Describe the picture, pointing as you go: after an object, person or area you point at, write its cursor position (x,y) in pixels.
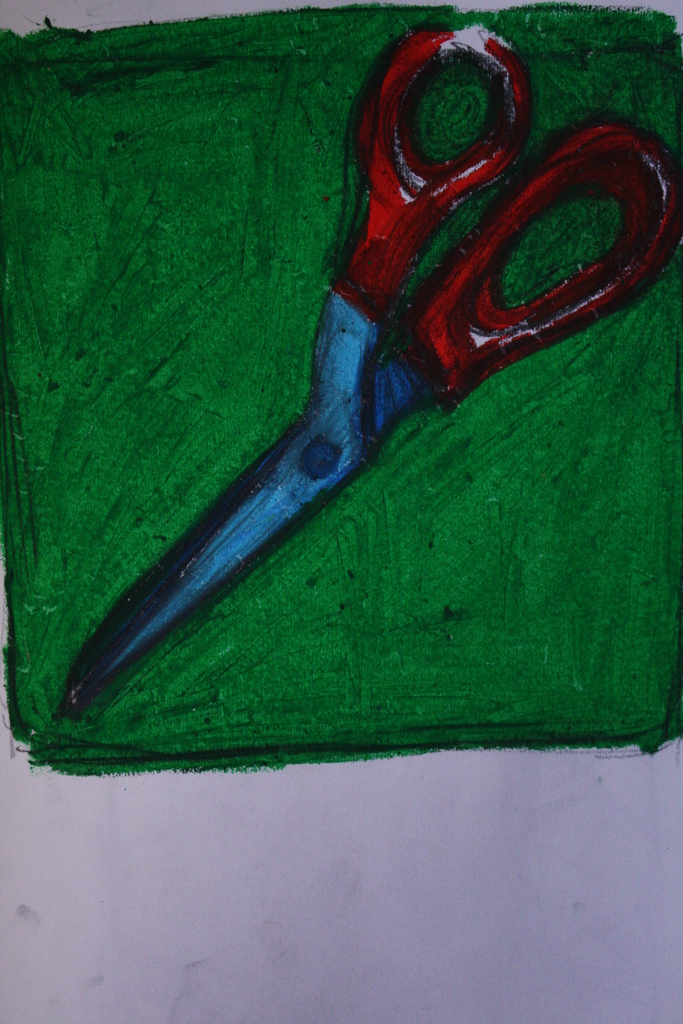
It's a painting of a scissor (519,216) and this is in green color.
